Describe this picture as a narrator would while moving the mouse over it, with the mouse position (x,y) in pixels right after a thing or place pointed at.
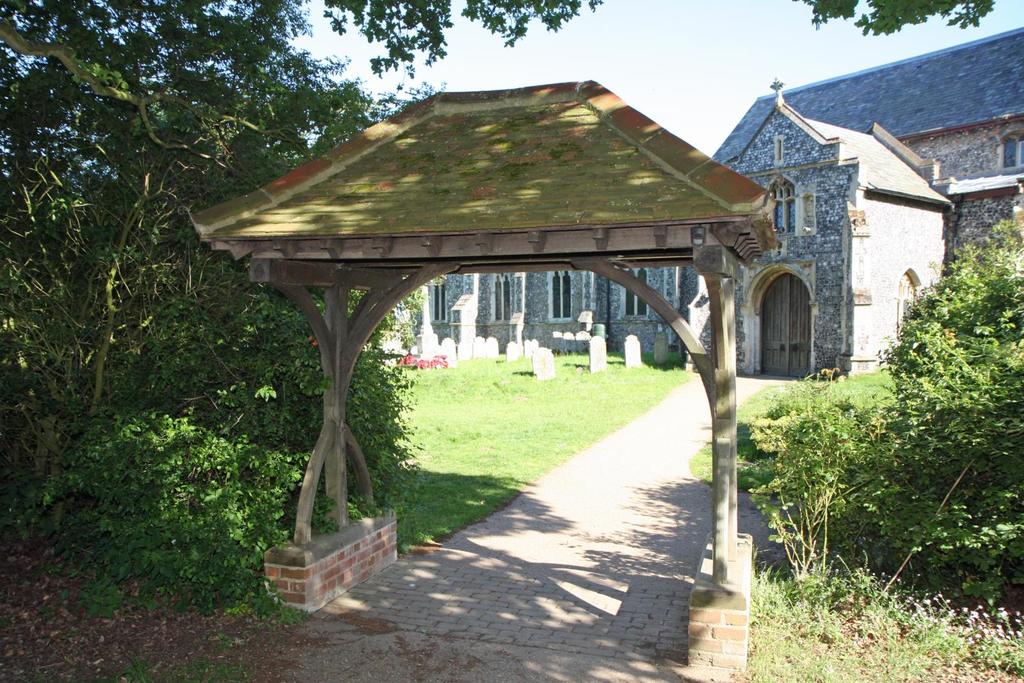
In the foreground of this image (211,347), there is an entrance pole (712,331), path (492,611) and greenery (827,570). In the background (910,272), there is a building (932,217), grassland (503,369), few headstones (545,369) and the sky (675,95).
